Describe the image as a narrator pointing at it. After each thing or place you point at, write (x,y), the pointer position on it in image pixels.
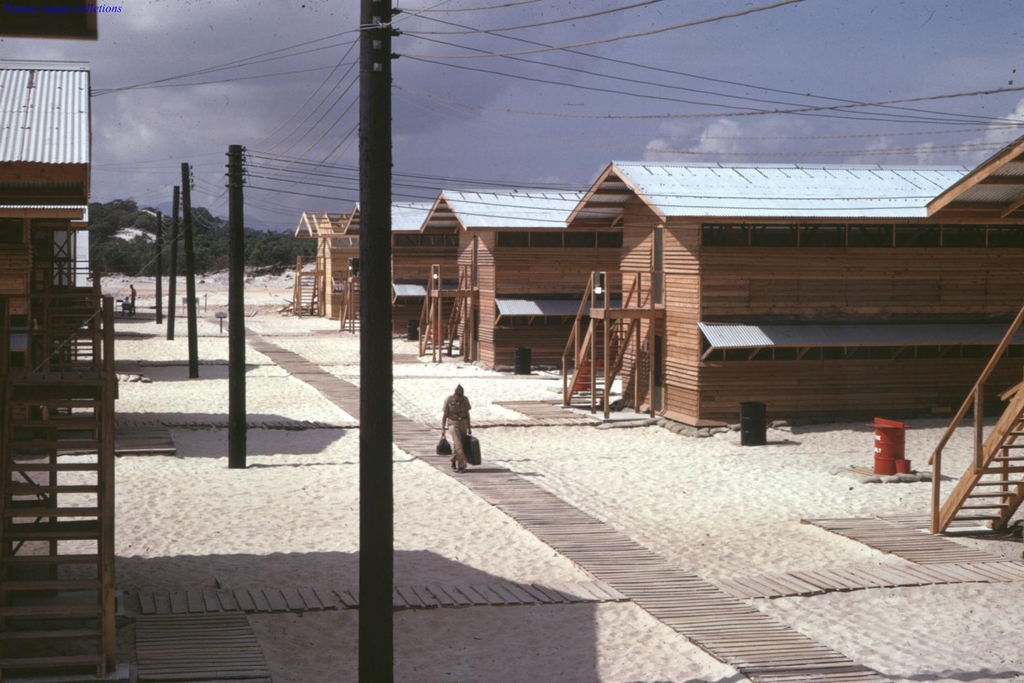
In this image we can see some houses (659,301) with roof (722,187) and stairs (607,393), poles (188,212), wires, drums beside the houses (671,406), a person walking on the pathway (538,499). On the backside (109,239) we can see some trees (141,262), a person (131,286) and the sky (160,141) which looks cloudy.
